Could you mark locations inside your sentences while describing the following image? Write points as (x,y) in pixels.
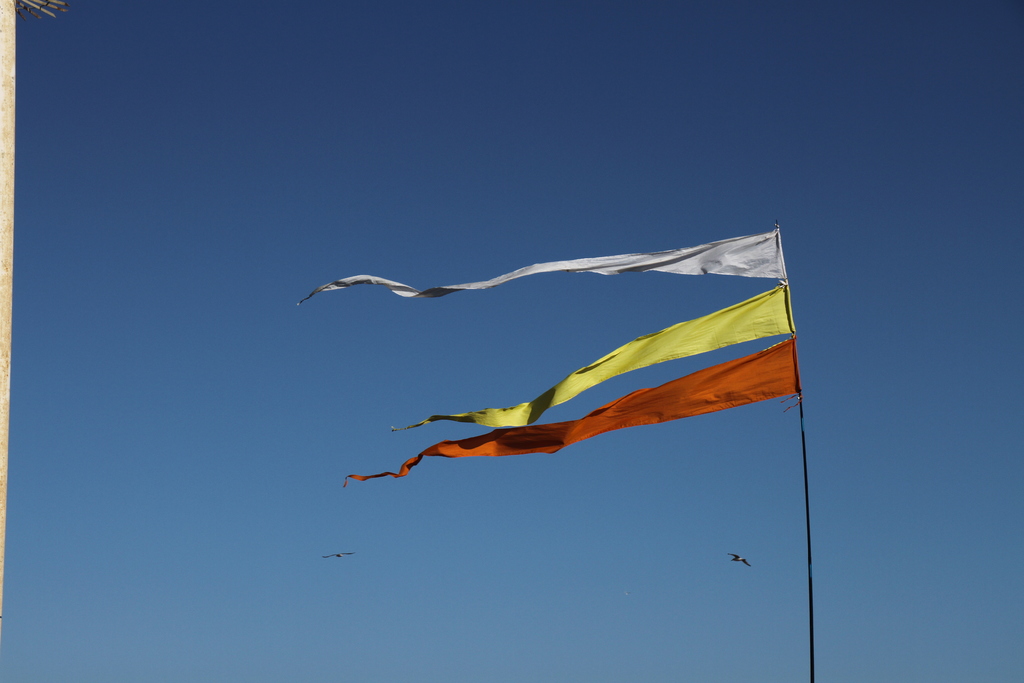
In this picture there is a flag (762,256). In the back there are two birds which are flying in the sky (579,542). At the top (440,101) there is a sky (642,109). On the left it might be pole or wall (4,397).
